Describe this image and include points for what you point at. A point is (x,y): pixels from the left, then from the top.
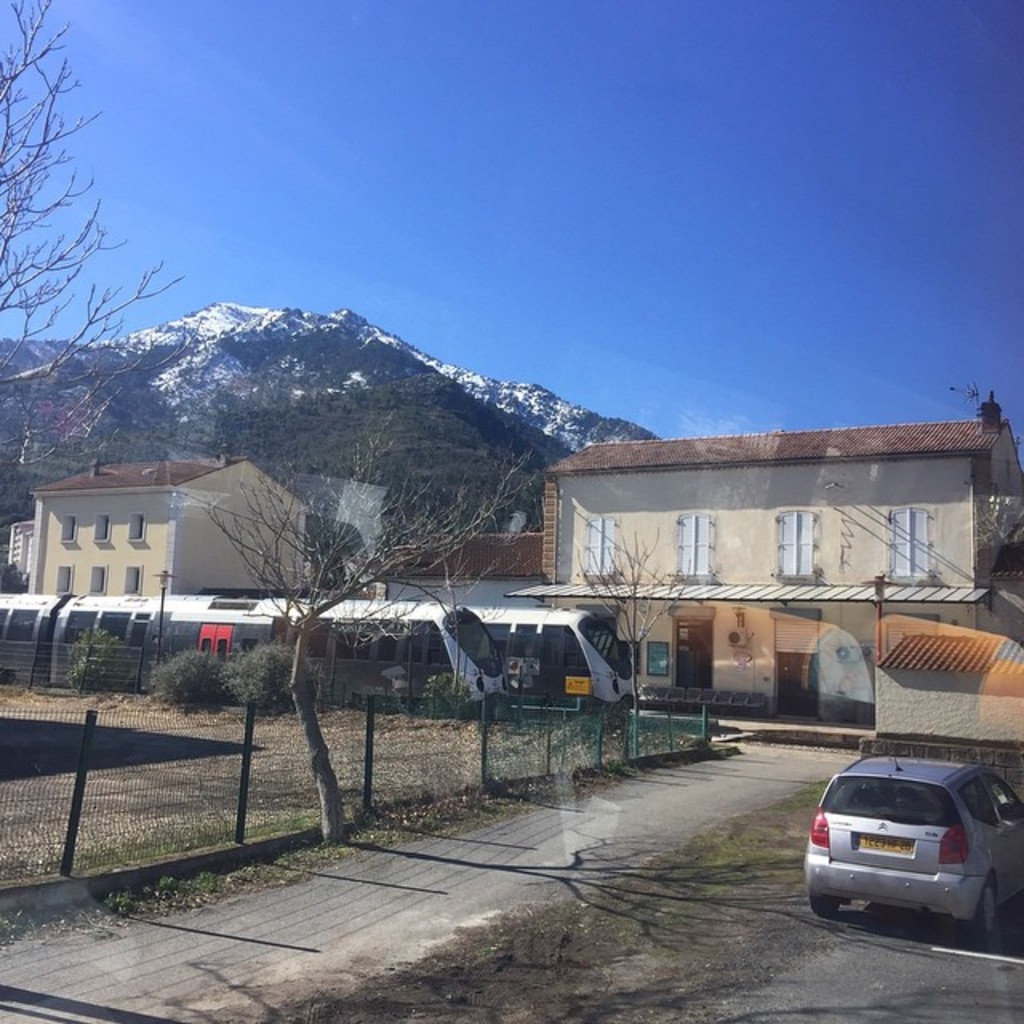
In the image there is a car (978,905) on the right side (931,874) with trains (367,626) going in front of it on the track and behind there are buildings (300,521), there are trees (483,523) on left side (272,545) in front of the fence (117,830) and over the background (172,362) there is a mountain (408,416) and above its sky (602,180).
